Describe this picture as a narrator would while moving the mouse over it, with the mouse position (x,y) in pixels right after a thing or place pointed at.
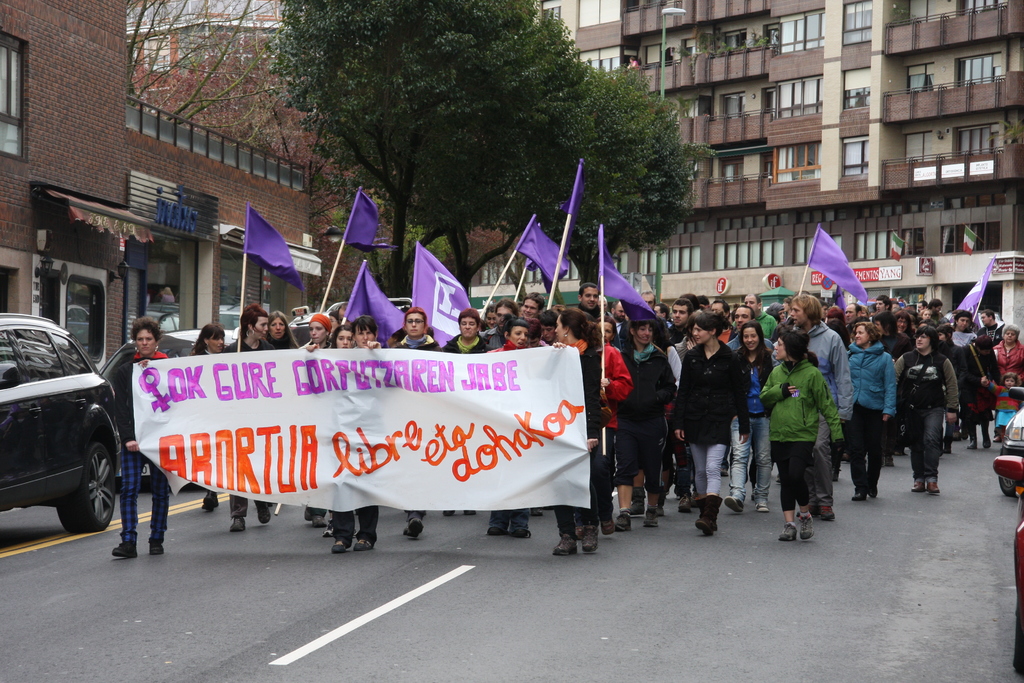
In this image people (605,331) are holding flags (456,290) and banner (376,404) protesting on a road (277,602) and there are cars (1022,489), in the background (160,240) there are buildings (711,138) and trees (395,124).
